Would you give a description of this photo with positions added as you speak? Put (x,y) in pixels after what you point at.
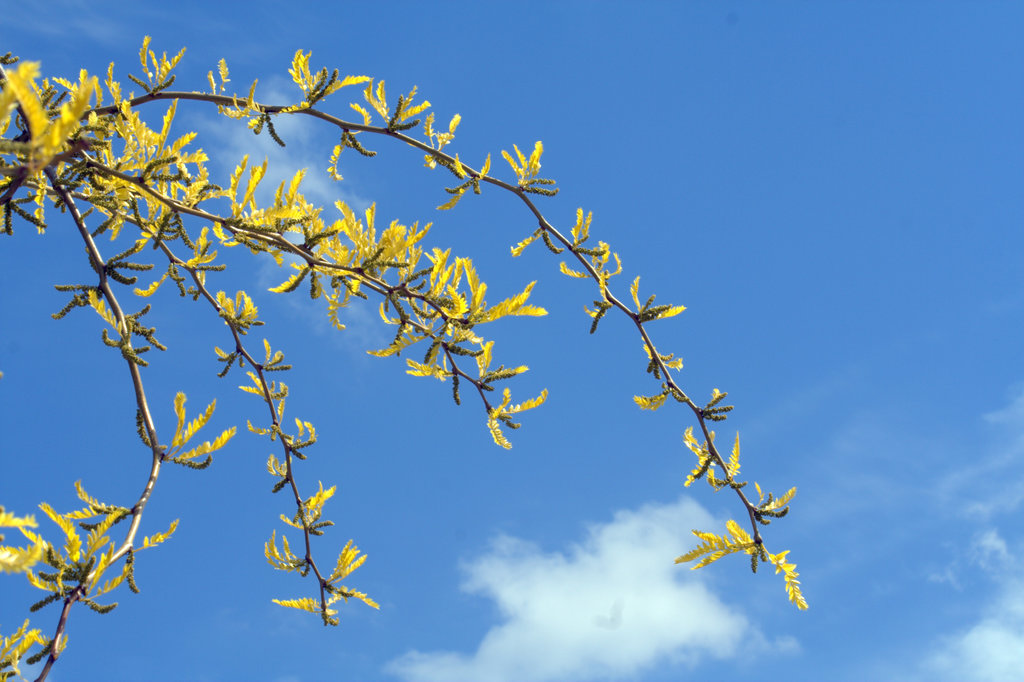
In this image, I can see a tree (310,248). In the background (248,9) there is the sky (933,445).
